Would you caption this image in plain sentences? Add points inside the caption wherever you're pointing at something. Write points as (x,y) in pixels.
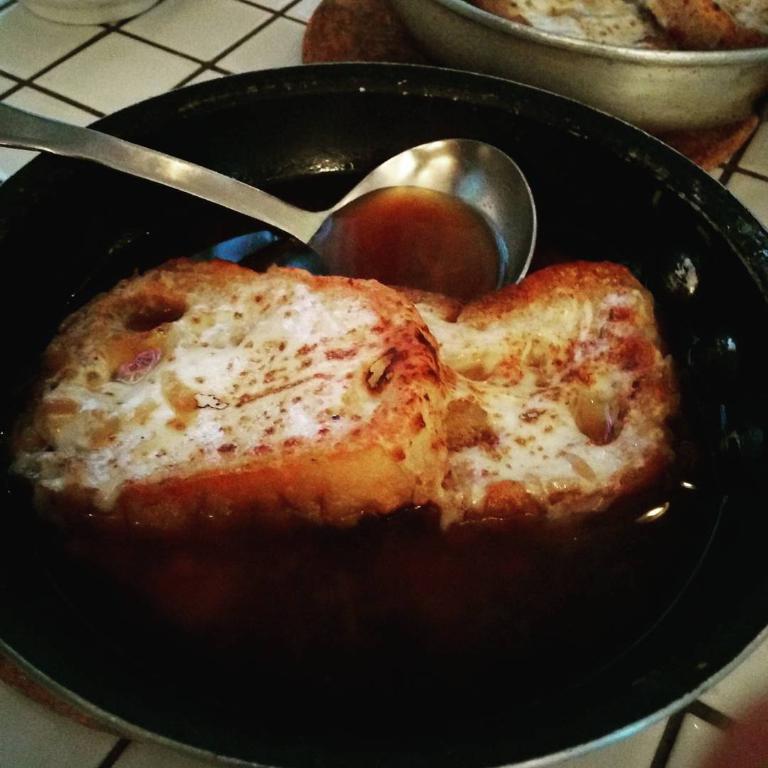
In this picture we can see food (317,365) and a spoon (348,258) in the bowl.
